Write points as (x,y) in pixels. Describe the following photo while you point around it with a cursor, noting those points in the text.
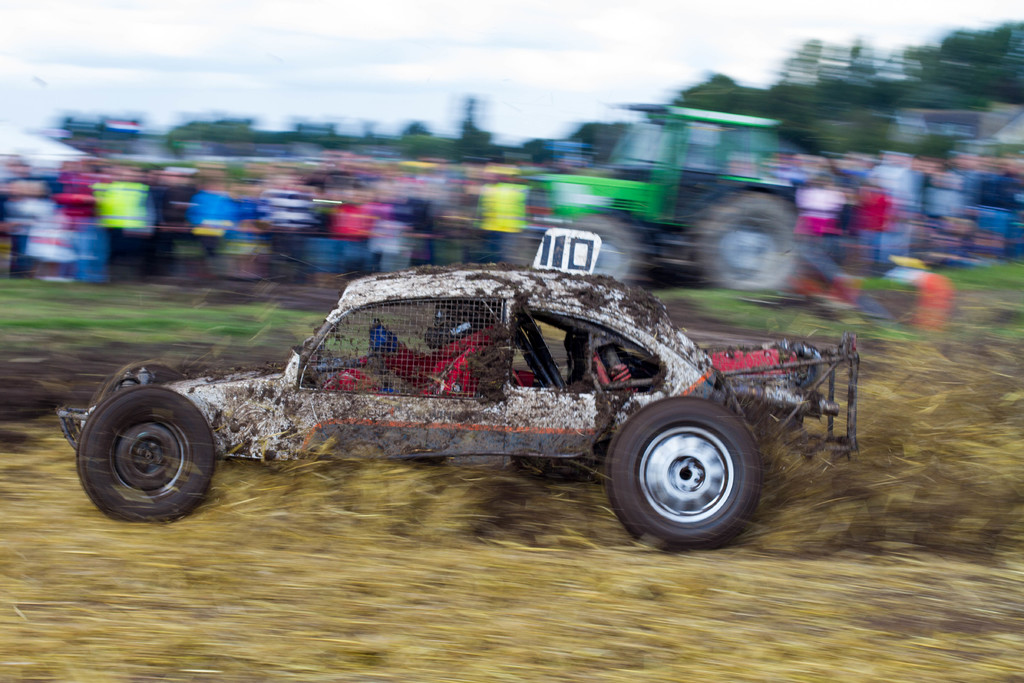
In the image we can see a vehicle (557,377) and in the vehicle (440,387) there is a person (441,353) sitting, this is a dry grass (589,584), tree (875,78) and a sky (248,14). There is a blurred background (338,186).
